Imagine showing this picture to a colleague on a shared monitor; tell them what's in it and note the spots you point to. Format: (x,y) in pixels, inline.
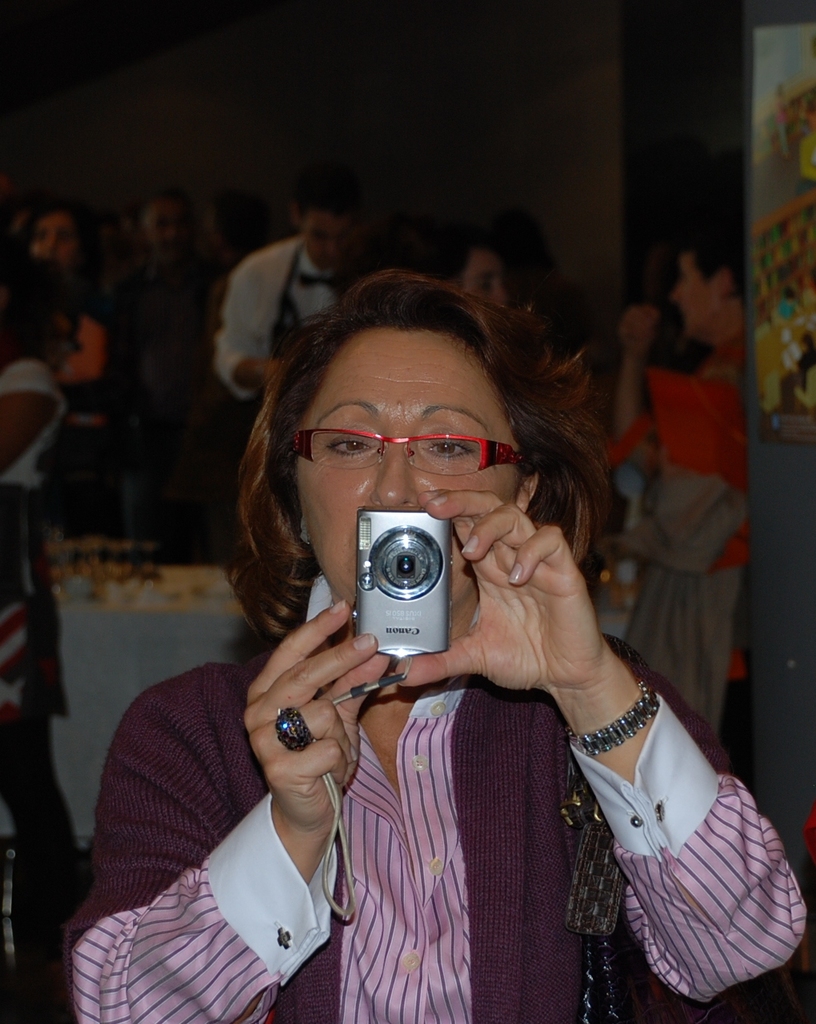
in this image i can see a woman (511,757) holding a camera (435,632). she is wearing a pink colored shirt (374,877). behind her there are many people (165,353).
